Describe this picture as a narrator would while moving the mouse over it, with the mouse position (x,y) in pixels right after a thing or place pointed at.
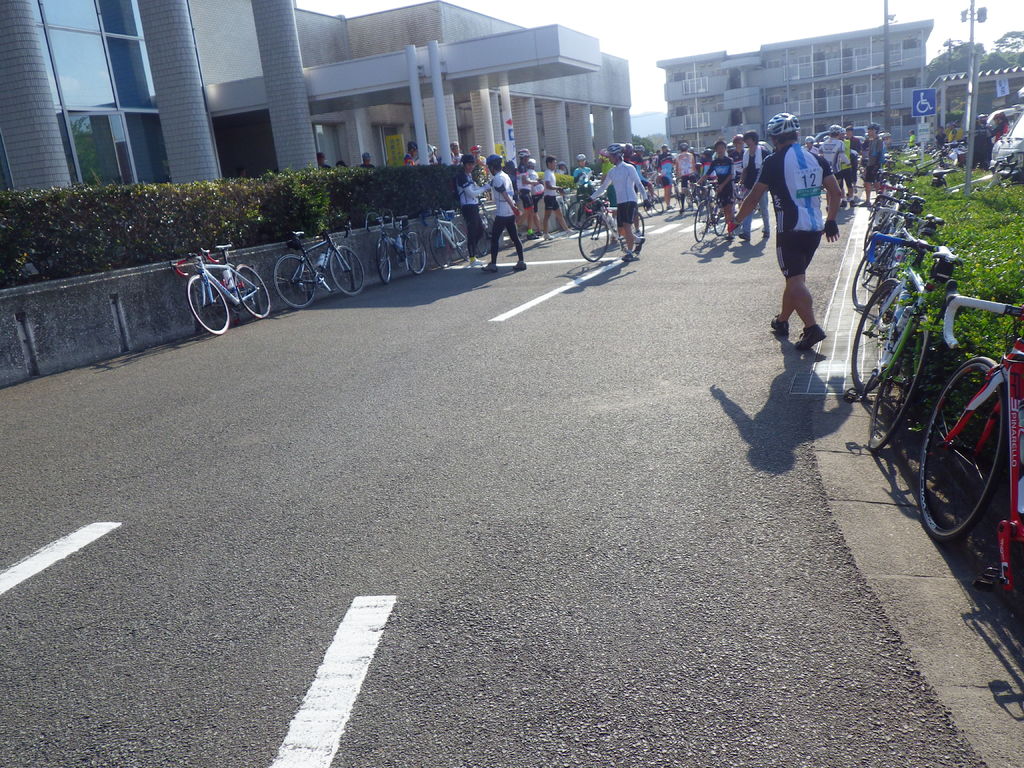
In this image I can see group of people (789,230), some are standing and some are holding few bicycles (641,228). In the background (898,89) I can see few vehicles (994,152), light poles (970,133), buildings (605,66), plants (1008,258) and trees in green color and the sky (673,13) is in white color.
